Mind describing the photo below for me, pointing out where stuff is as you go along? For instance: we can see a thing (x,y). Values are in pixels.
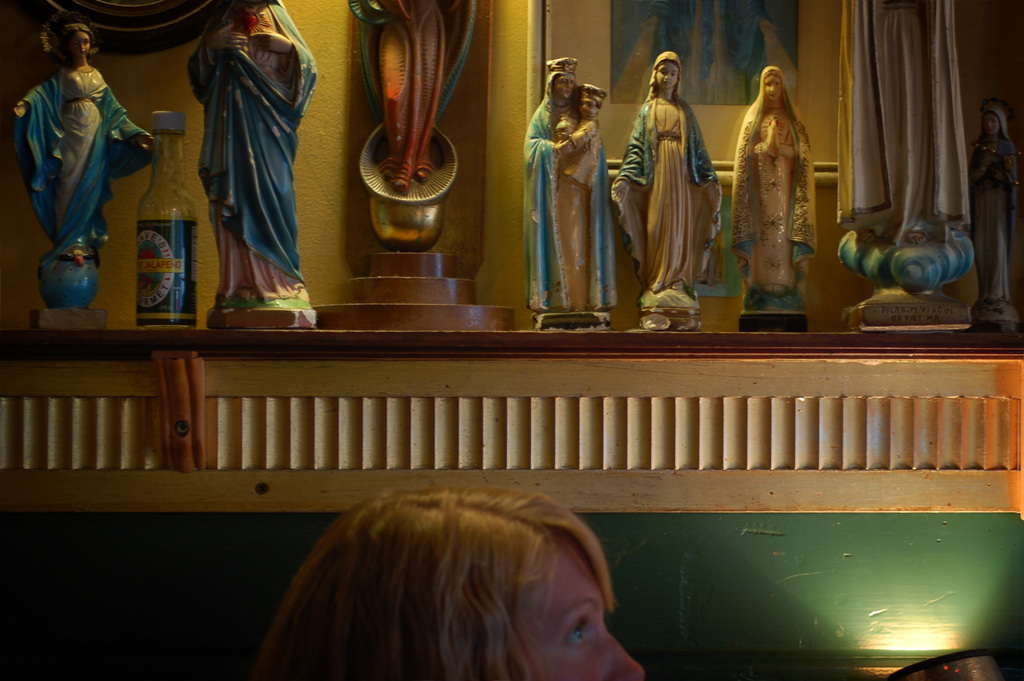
As we can see in the image there is a yellow color wall (327,231), statues (415,128) and a bottle (158,148). In the front (458,625) there is a woman face (572,582).
